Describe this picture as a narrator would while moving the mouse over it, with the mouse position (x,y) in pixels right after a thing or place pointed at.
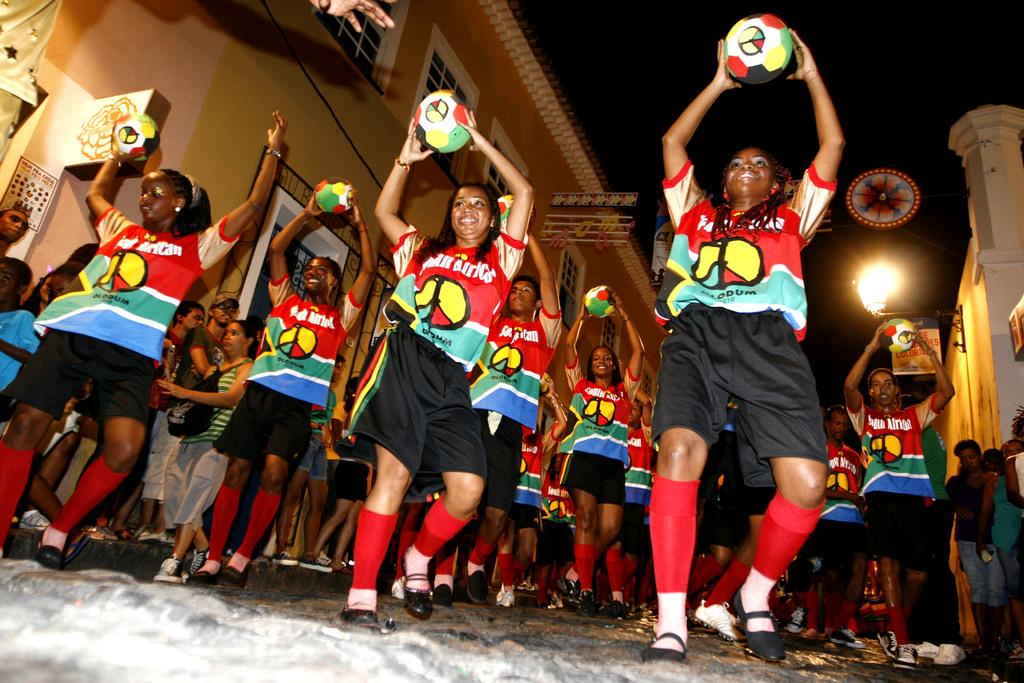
In this image there are a group of people (492,401) who are holding some balls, it seems that they are dancing. On the right side (965,492) and left side (232,382) there are some person (219,380) standing and watching them. At the bottom (551,651) there is walkway (479,619) and on the right side (982,284), and left side (320,128) there are some buildings (966,281) and some wires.
